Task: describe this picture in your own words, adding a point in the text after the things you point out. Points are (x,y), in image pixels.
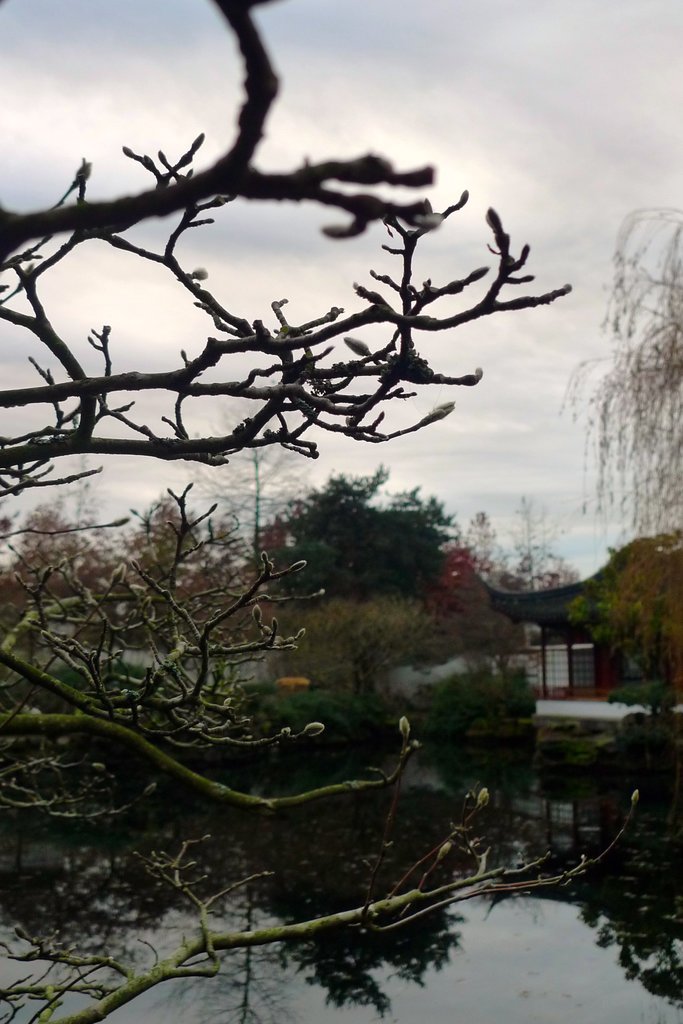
This is an outside view. On the left side (215,964), I can see the stems (31,294) of a tree (49,397) along with the buds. At the bottom (437,974), I can see the water (453,967). In the background (547,627) there is a building (548,619) and trees (397,579). At the top of the image (509,90) I can see the sky (486,56).
